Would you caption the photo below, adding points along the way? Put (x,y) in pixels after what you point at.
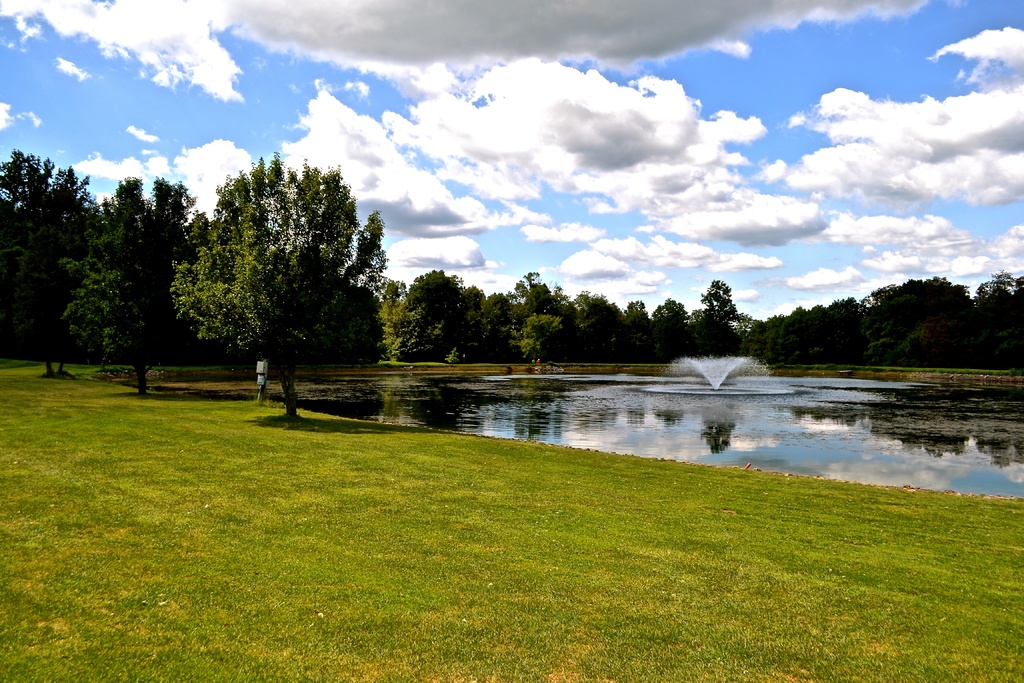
In the center of the image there is a fountain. At the bottom of the image (480,616) there is grass (450,556) on the surface (408,589). In the background of the image (503,321) there are trees (956,306) and sky (770,147).
